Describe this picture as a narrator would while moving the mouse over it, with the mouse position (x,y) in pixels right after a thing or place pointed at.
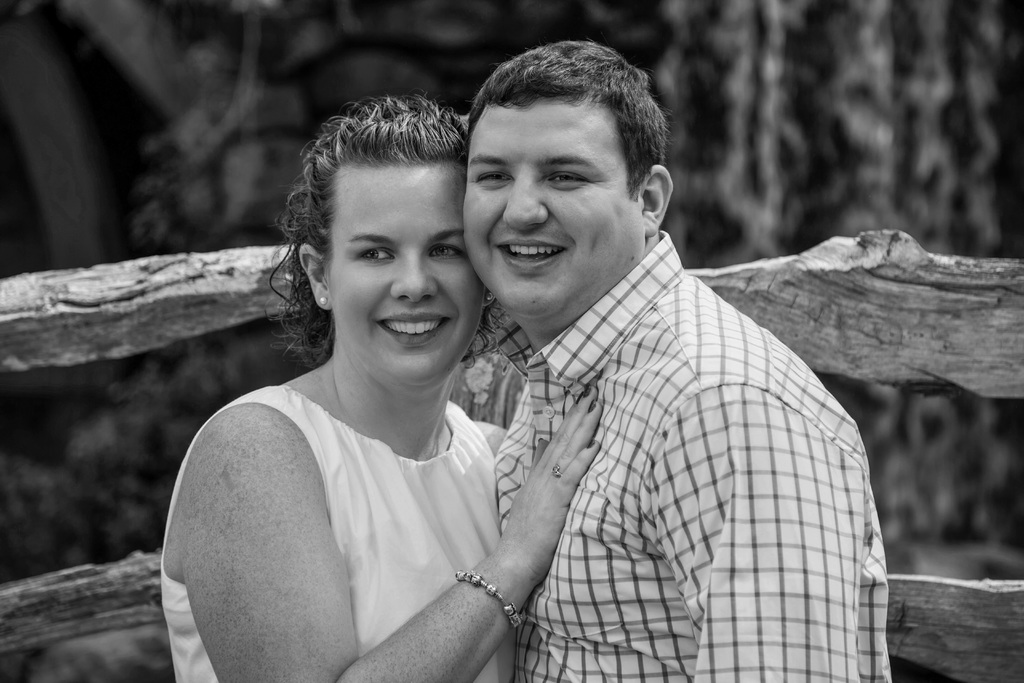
In this image we can see man (681,484) and woman (567,499) wearing white color dress (373,521) standing and hugging each other and in the background of the image (190,293) there is fencing (280,255).
